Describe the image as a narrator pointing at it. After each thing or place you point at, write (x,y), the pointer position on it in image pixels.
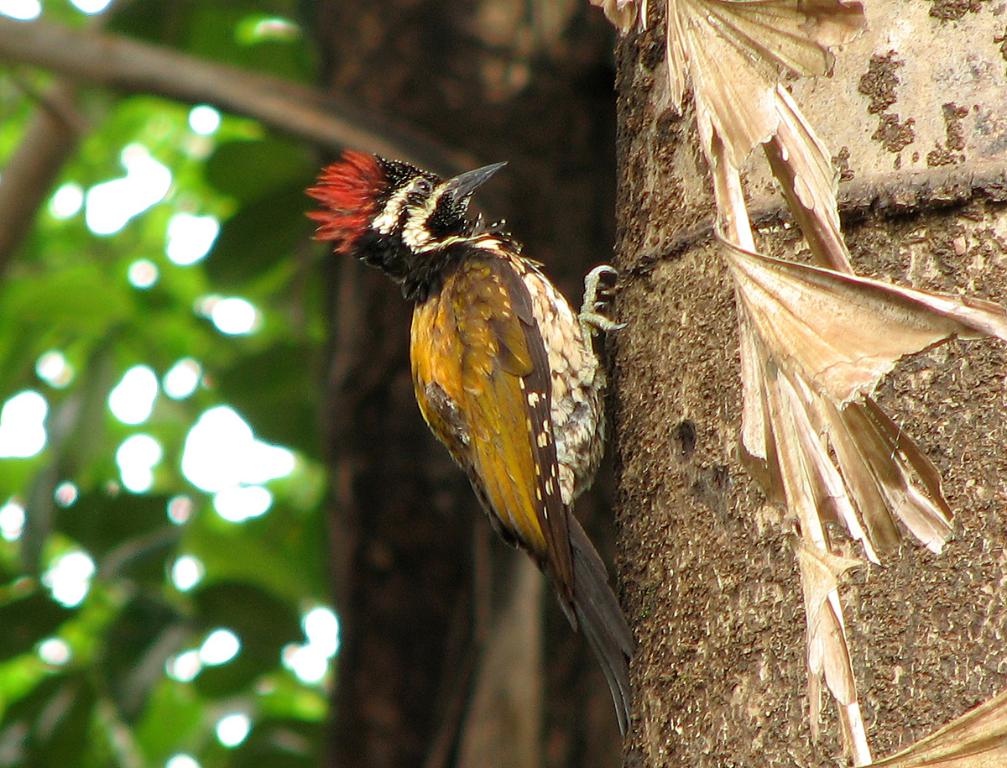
On the right side of the image (779,453), we can see one tree (781,379). On the tree (765,463), we can see one bird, which is in multiple color. In the background (52,320), we can see it is blurred.
